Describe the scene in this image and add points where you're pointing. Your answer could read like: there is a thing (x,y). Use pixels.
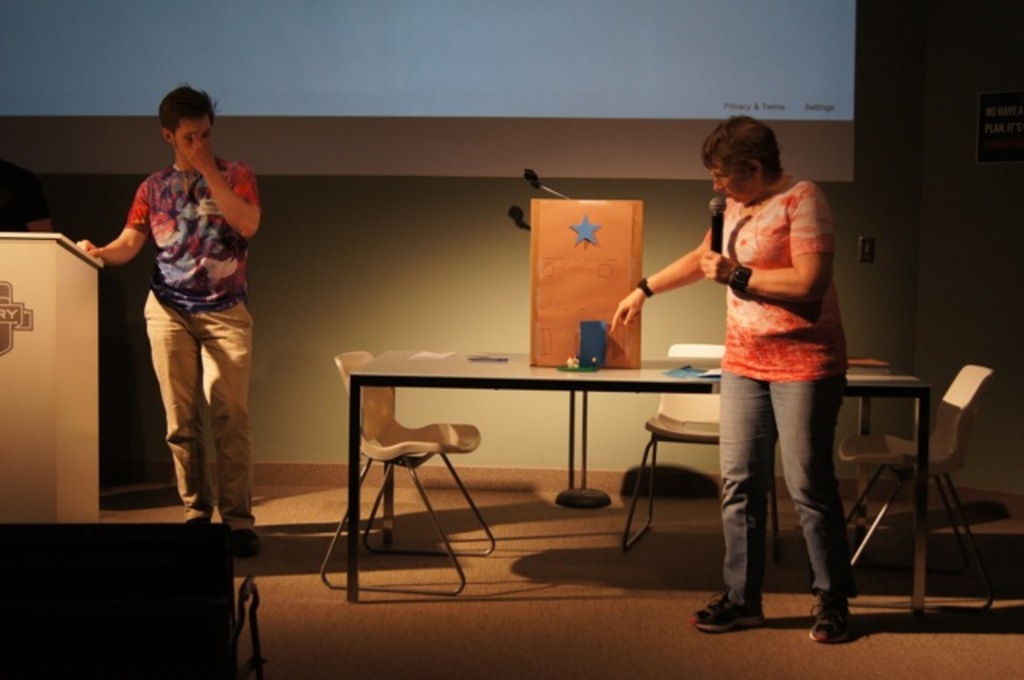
There is a man (231,279) standing near the podium (41,251) and the woman (776,253) is holding a mic (721,228) in her hand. There are some papers (430,354) on the table (472,370). Behind the table (422,367) there are some chairs (699,436). In the background (437,84) there is a projector display screen (468,51) here.
